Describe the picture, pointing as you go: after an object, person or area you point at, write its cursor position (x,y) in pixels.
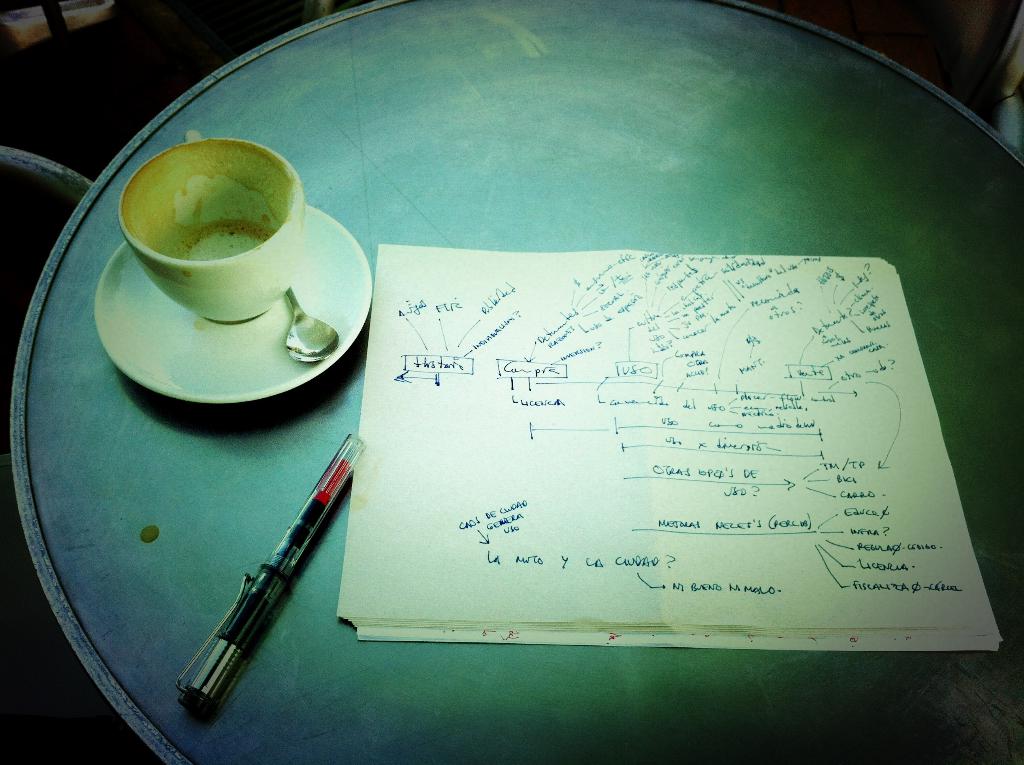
In this image we can see a paper (733,566) with some written text (672,551) on it, a pen (258,611) and a cup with saucer (215,381) and a spoon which are placed on the table (282,611).
